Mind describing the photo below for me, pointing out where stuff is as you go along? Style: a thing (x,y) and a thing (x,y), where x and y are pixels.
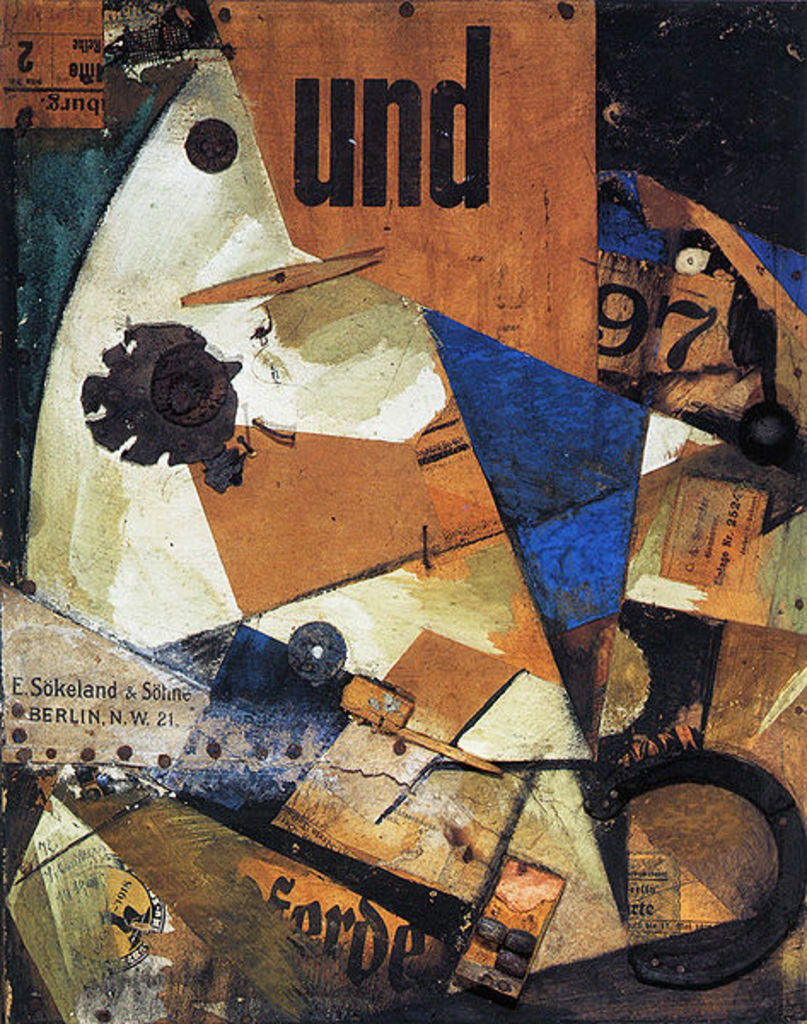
In this picture I can see words (413,159), numbers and there is a painting (447,395) on an object (335,749).
